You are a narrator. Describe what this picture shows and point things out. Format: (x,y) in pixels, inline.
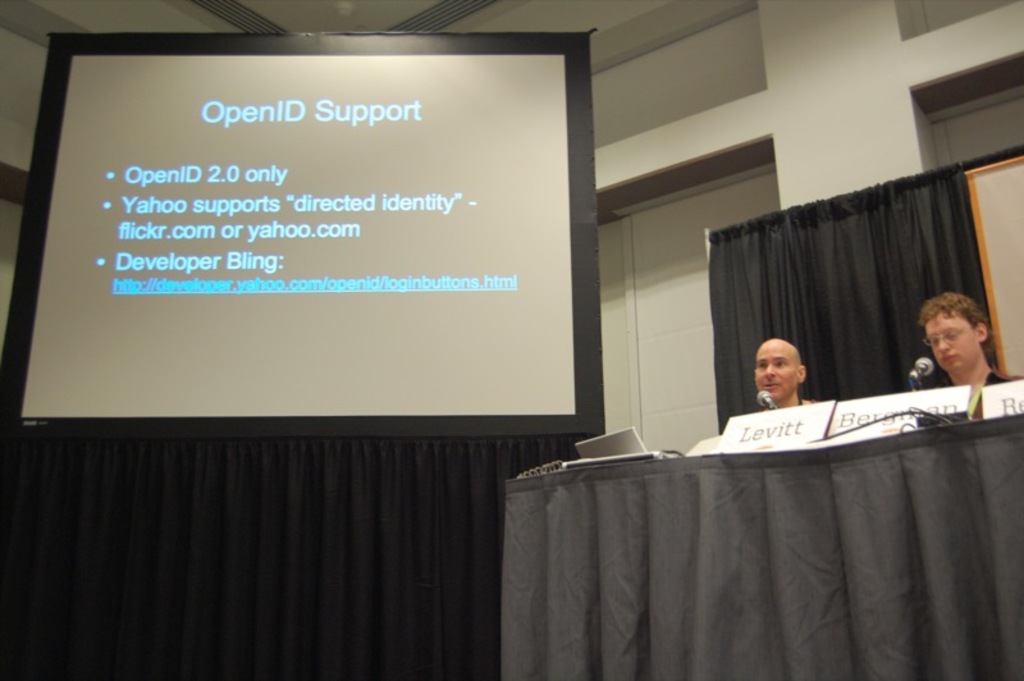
As we can see in the image there is a screen (266,314), curtains (395,610), wall (815,141), table (631,515) and two people (970,379) sitting over here. On table (901,493) there are mics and a laptop (626,456).
